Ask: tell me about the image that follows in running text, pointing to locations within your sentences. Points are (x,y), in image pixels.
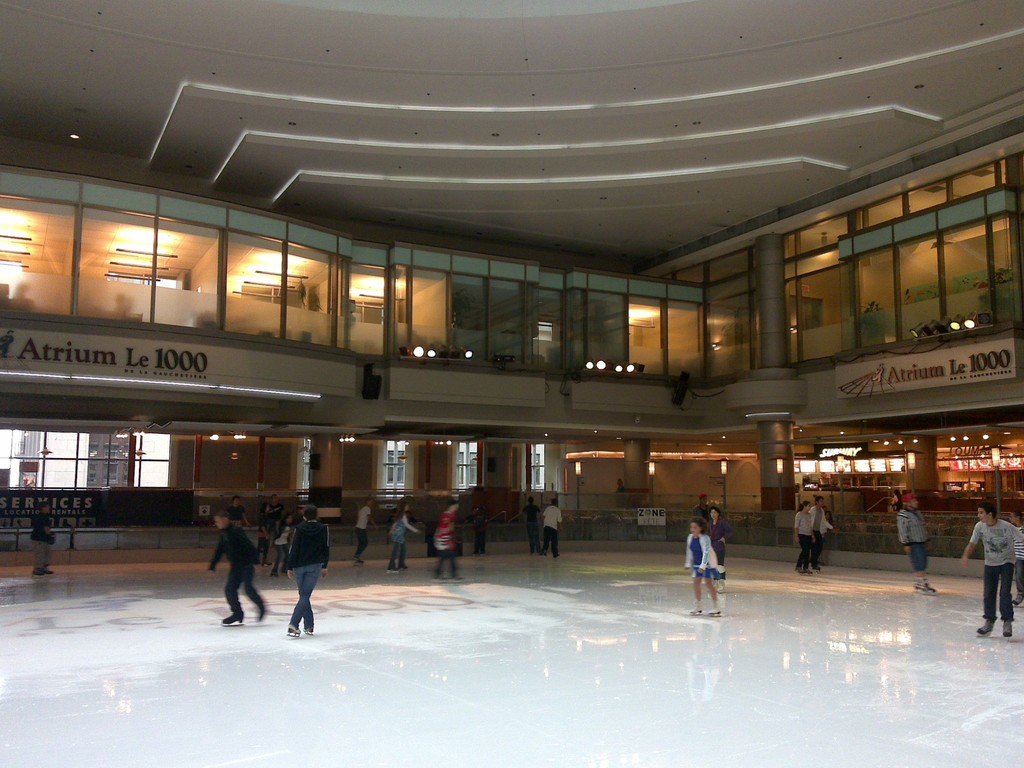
In this image we can see a building (443,425) with windows (401,314), pillars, lights (972,327), name board (971,358) and a roof (604,182). We can also see a group of people (694,570) skating on the floor (584,663).
